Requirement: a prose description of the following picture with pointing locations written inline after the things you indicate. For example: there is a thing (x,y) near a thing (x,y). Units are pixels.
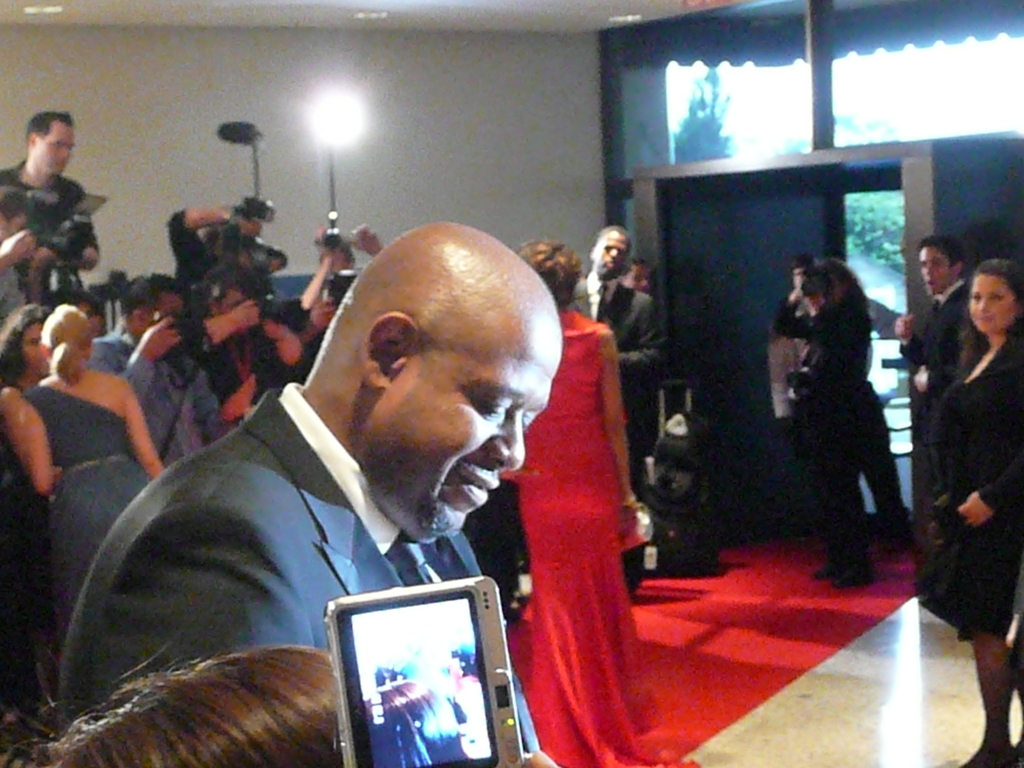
In this picture we can see some people (777,319) are standing, some of the people (327,249) on the left side (84,234) are holding cameras (266,259), there is another camera (405,650) at the bottom (409,662), in the background (884,238) we can see a tree (890,218), we can also see a wall (417,108) and a light (340,109) in the background (329,110).
